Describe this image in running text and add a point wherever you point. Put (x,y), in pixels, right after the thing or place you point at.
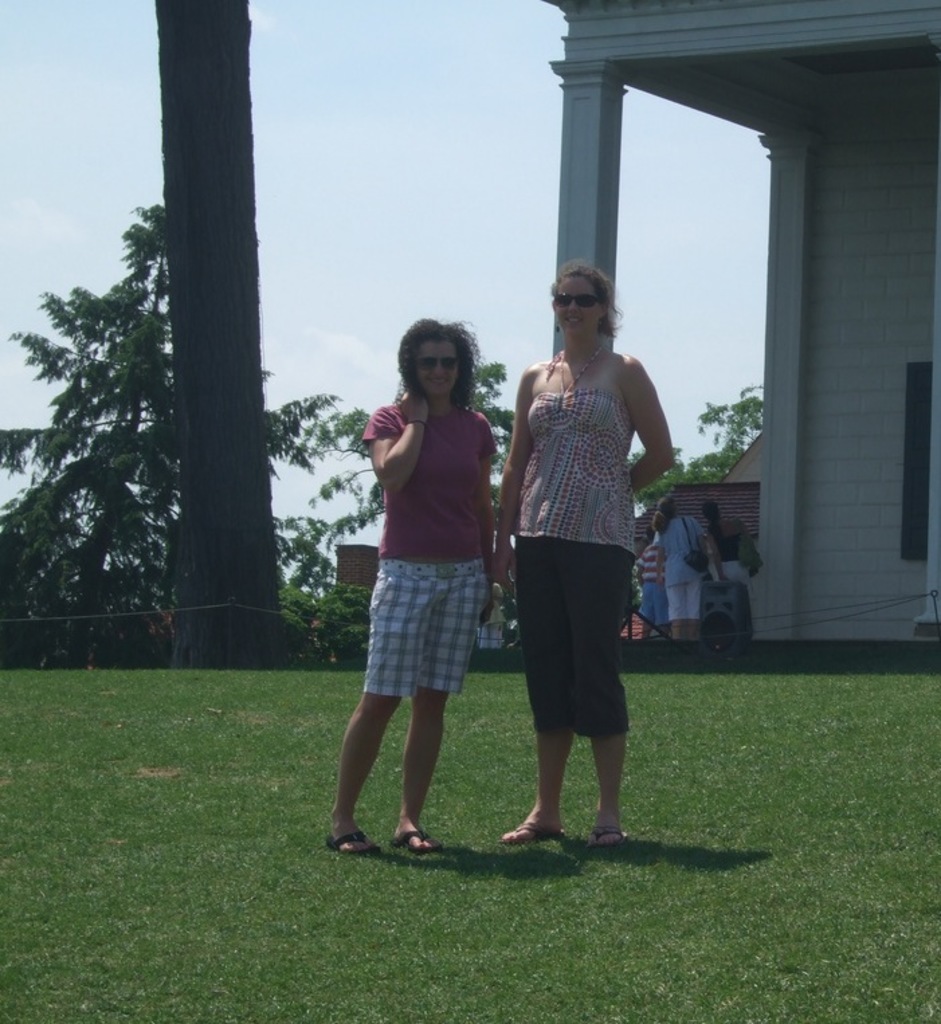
In this picture, we can see a few people (624,702), ground (690,814) with grass (179,719), trees (211,590), plants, house (877,19), pillar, and the sky (342,257).
